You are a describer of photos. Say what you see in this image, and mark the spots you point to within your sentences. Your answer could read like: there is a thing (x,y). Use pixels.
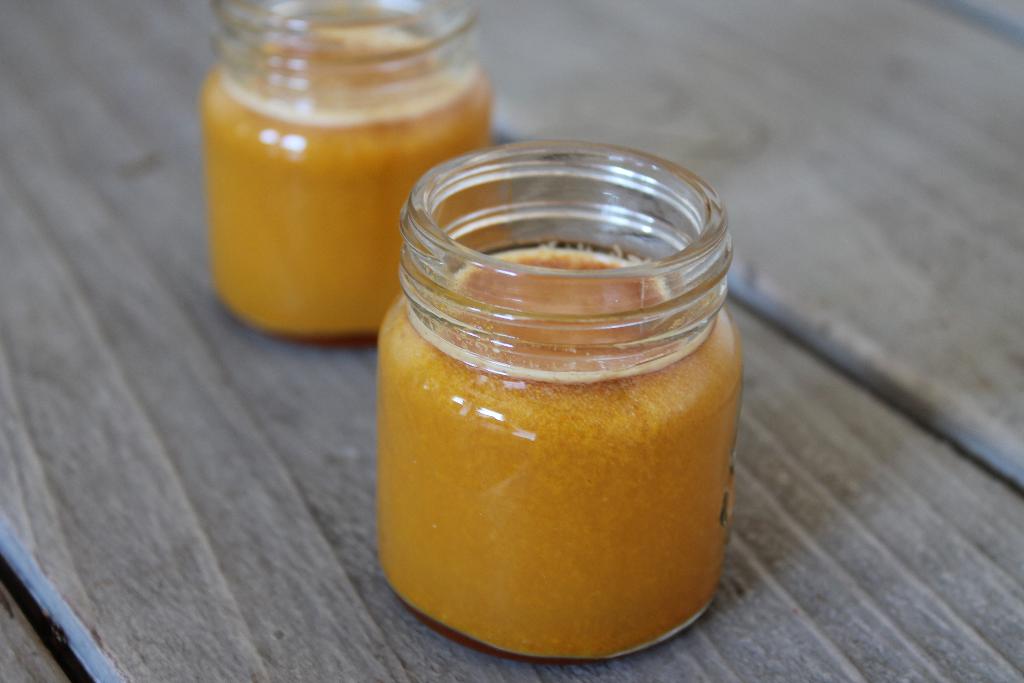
In this image we can see food (347,196) placed in the glass jars (418,337) on the wooden surface (192,463).
